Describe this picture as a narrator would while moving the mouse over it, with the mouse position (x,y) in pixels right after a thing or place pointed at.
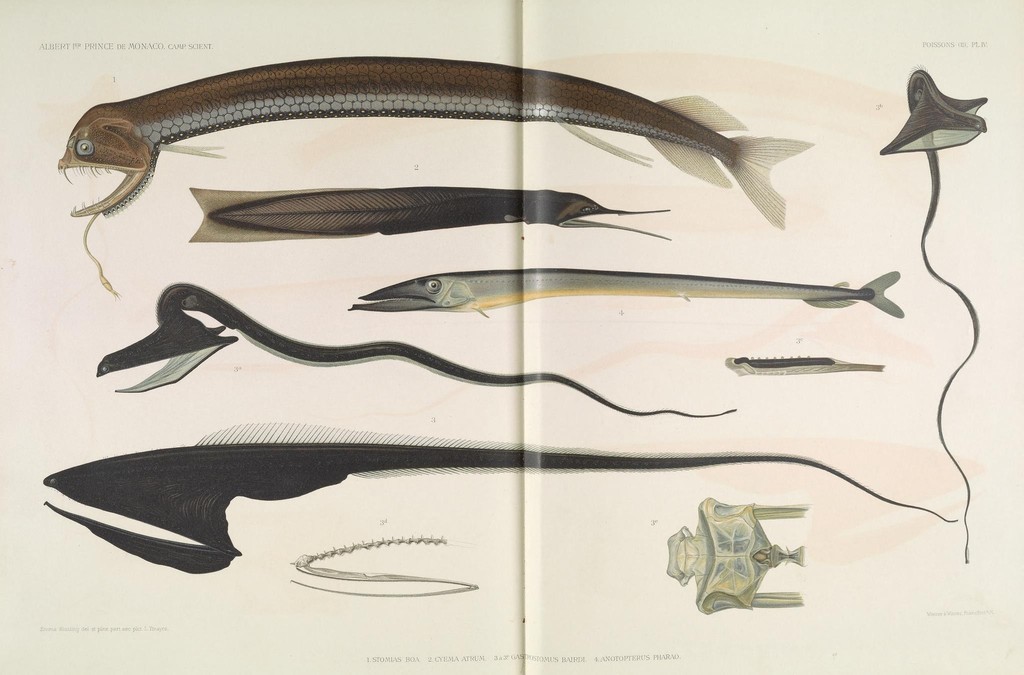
In this image I can see a poster (454,364) in which I can see different types of fish (307,437).
